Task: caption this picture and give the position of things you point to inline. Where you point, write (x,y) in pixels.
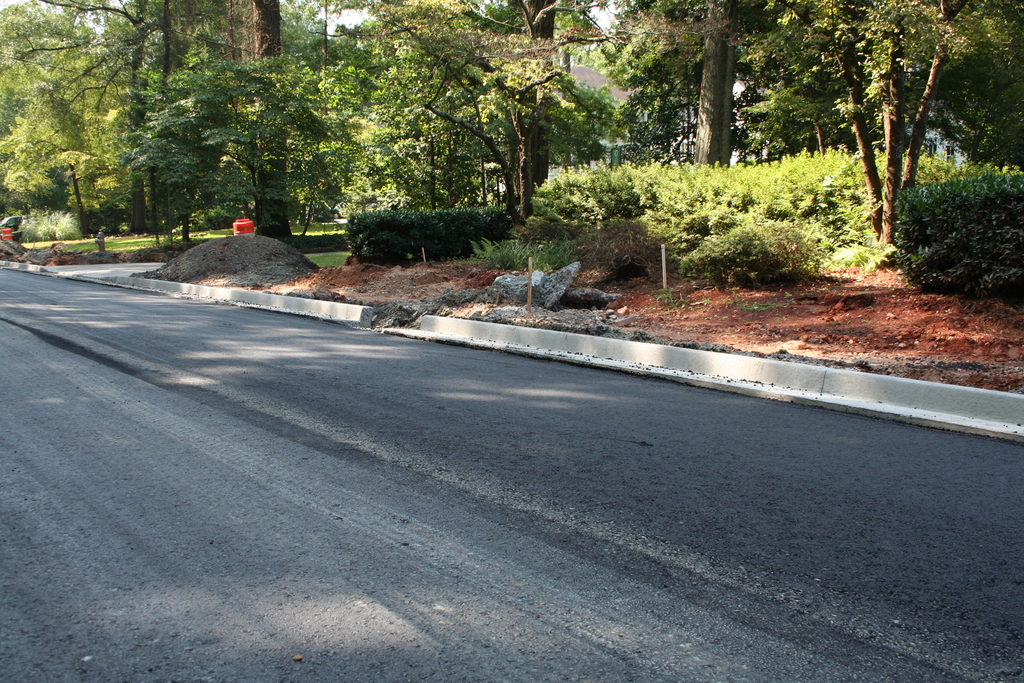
In the image there is a road (281,529) in the front (389,494) with trees (376,178) and plants (481,248) behind it.
